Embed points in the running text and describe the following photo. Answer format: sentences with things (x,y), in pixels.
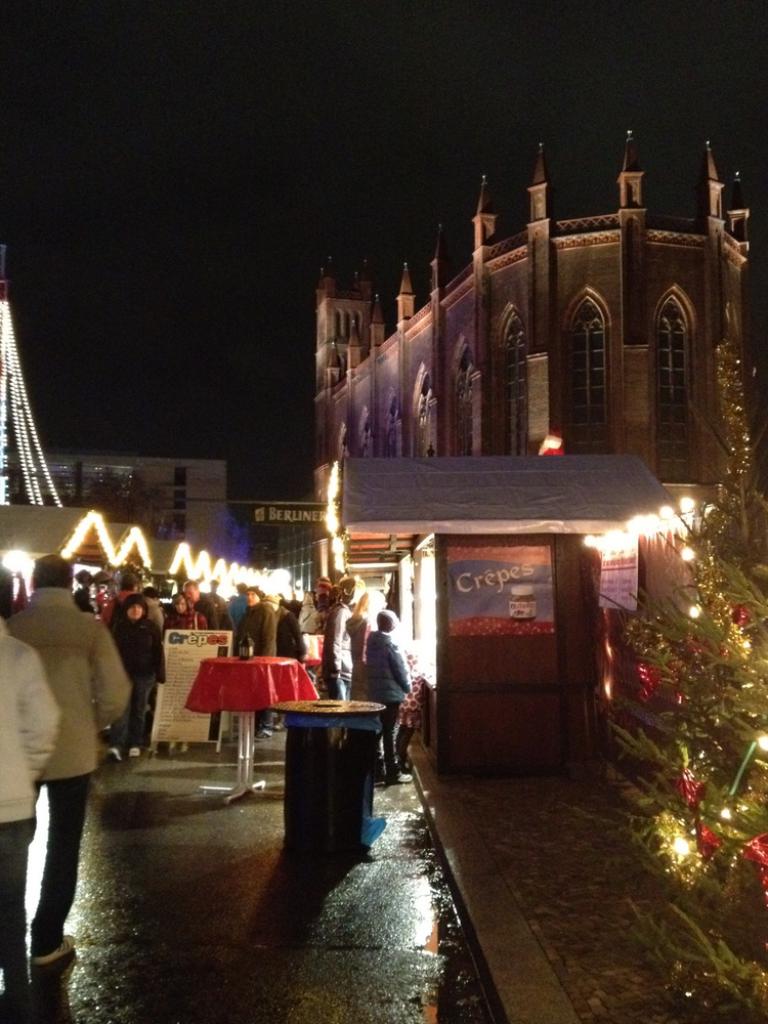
In this image on the right side (619,395) there is a building (613,388), tent house (590,467), plants (703,721), on which there are some lights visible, on the left side (78,476) there is a building (61,488), tent house (49,514), on the tent house (117,532) there is a lighting (184,566), in the middle (271,632) there are few persons (39,934) visible on the road (284,764), there is a barrel (313,702), table (265,658), board (192,639) and few persons (353,627) standing in front of the house (418,613), at the top (224,147) there is the sky (81,146), this picture is taken during night.
